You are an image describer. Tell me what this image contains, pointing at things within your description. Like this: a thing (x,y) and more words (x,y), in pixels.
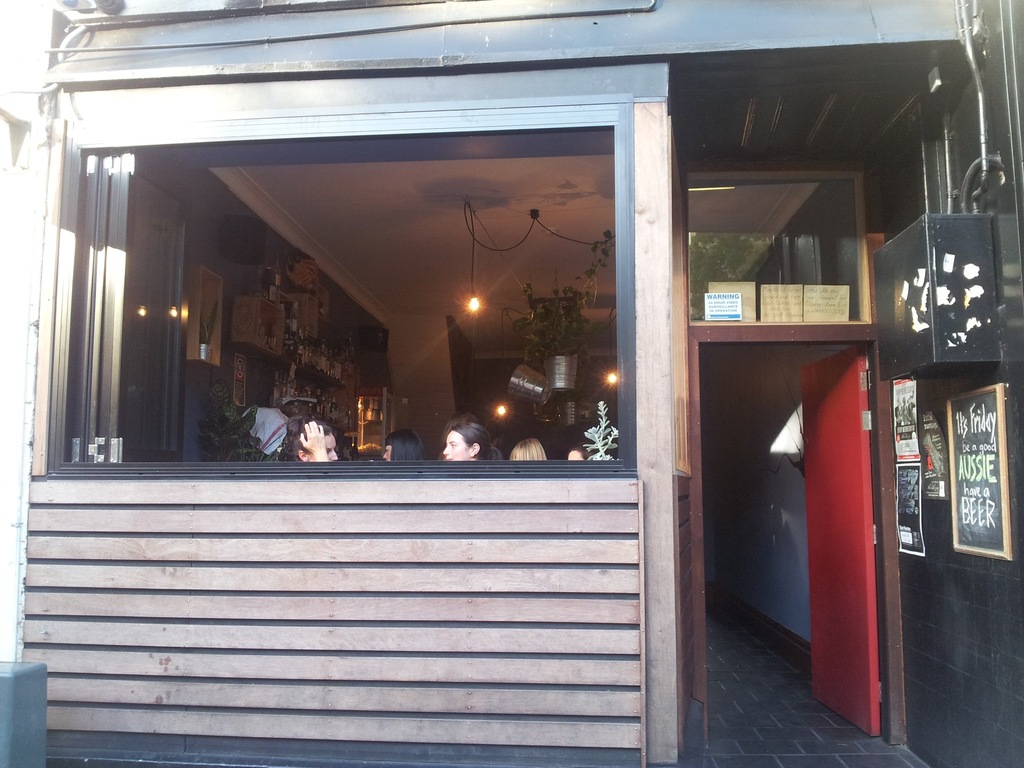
In this image I can see some people (312,438). On the right side (831,424), I can see a door (835,551). I can see a board (971,482) with some text (959,465) written on it. In the background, I can see a light (473,310) hanging from the ceiling (481,213).
